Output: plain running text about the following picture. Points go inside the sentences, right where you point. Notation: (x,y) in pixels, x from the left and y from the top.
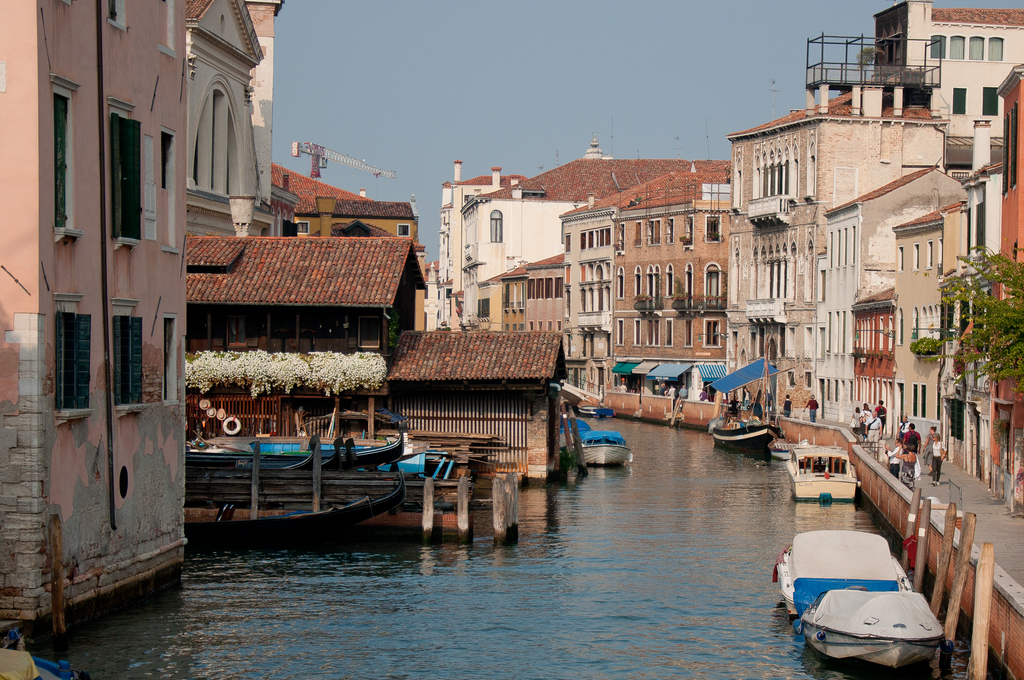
Here in this picture we can see water (344,590) present over a place and we can also see boats (730,445) travelling in the water (727,477) and beside that on the road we can see people (903,470) walking and we can see buildings (889,356) present on either side and we can see windows (368,347) on the buildings (791,252) and in the far we can see a crane lift (321,156) present and we can see plants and trees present and we can see the sky (535,171) is clear.
